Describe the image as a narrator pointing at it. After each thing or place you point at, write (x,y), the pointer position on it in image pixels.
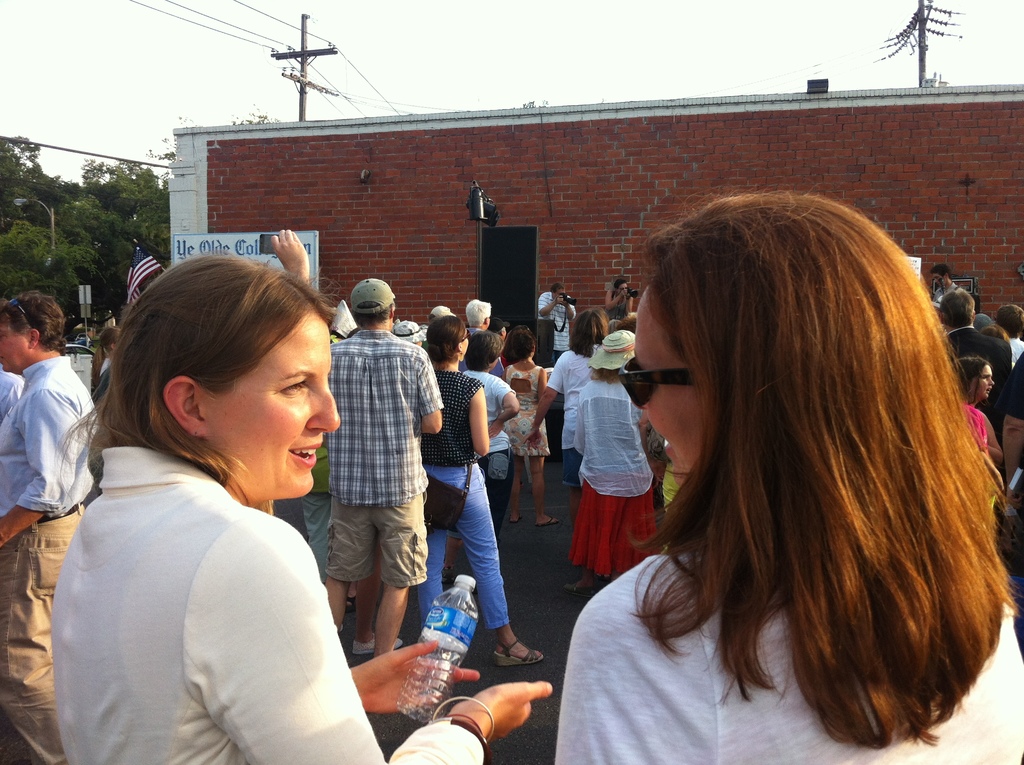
In this image a woman (247,652) wearing a white shirt (340,682) is holding a bottle (470,642) in her hand (382,709). Beside there is a woman (681,649) wearing a white shirt (669,718) is having goggles (643,401). Before them there are few persons (61,512) standing before a stage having a sound speaker (532,272) and few persons (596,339) on it. Few persons (559,320) are holding a camera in their hand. A woman (489,595) wearing a black shirt (463,438) is carrying a bag (449,515). She is standing on the ground (518,621). Before them there is a wall (964,217). There are few pole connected with wires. Left side there is a flag (133,294) and pole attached with some boards (81,288) to it. There is a street light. Behind it there are few trees (75,230).
